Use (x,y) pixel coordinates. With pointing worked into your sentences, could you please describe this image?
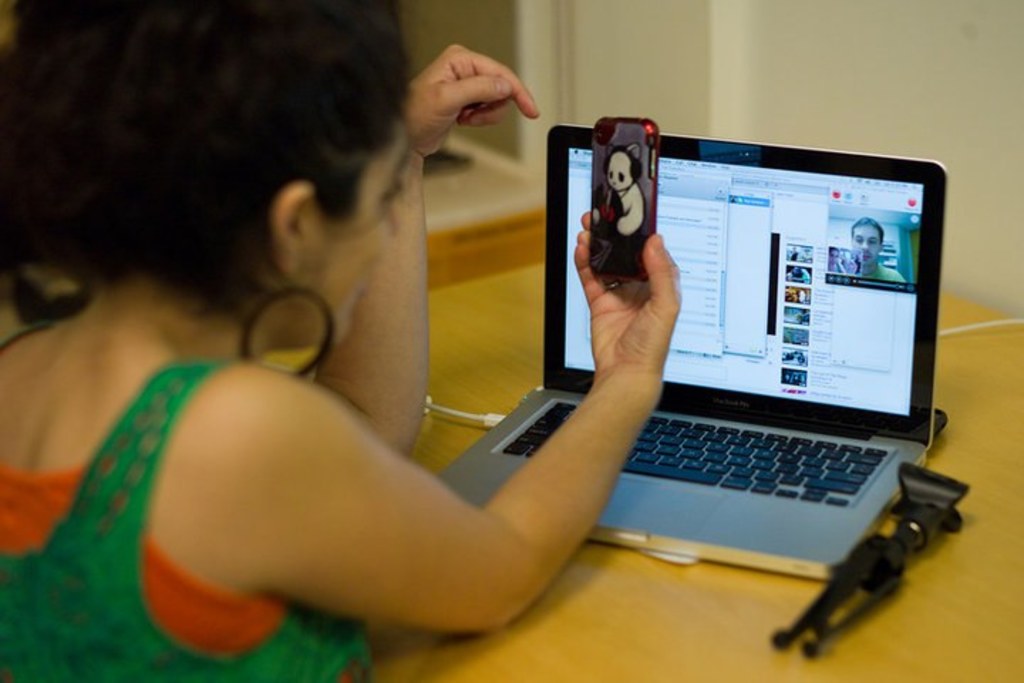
In this Picture we can see that a girl (616,401) is looking to her phone (634,254), laptop (678,390) on the top of the table (447,420) and cable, selfie stand (882,564) beside it. Girl (482,625) is wearing Green And orange gown (68,613) which look very pretty on her.
